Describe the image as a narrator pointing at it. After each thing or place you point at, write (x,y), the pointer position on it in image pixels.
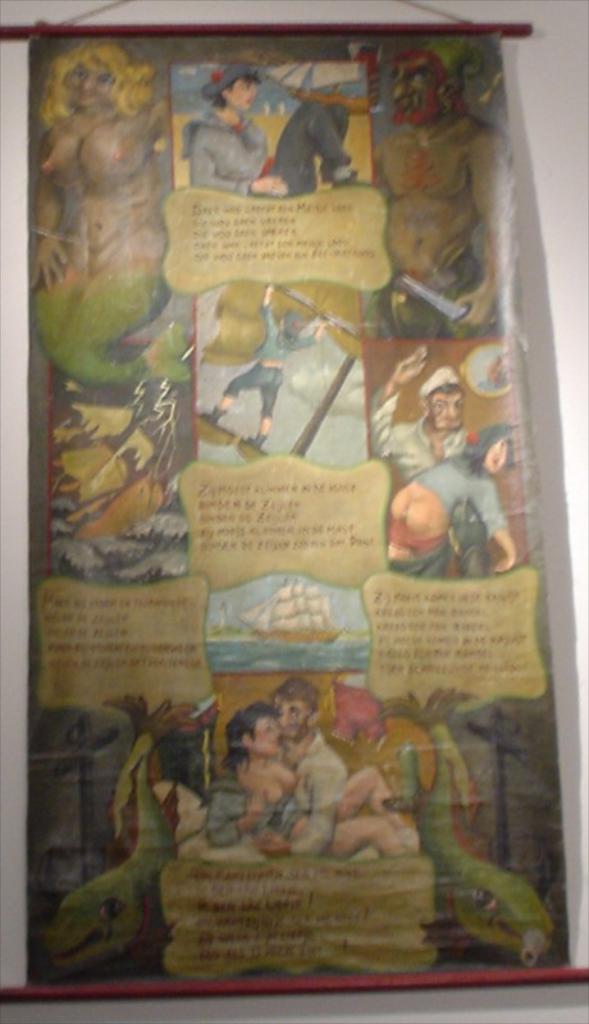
In the image there is a poster (273,392) and there are different images (244,100) and description (341,577) of the images (143,455) mentioned in the poster (259,531).
